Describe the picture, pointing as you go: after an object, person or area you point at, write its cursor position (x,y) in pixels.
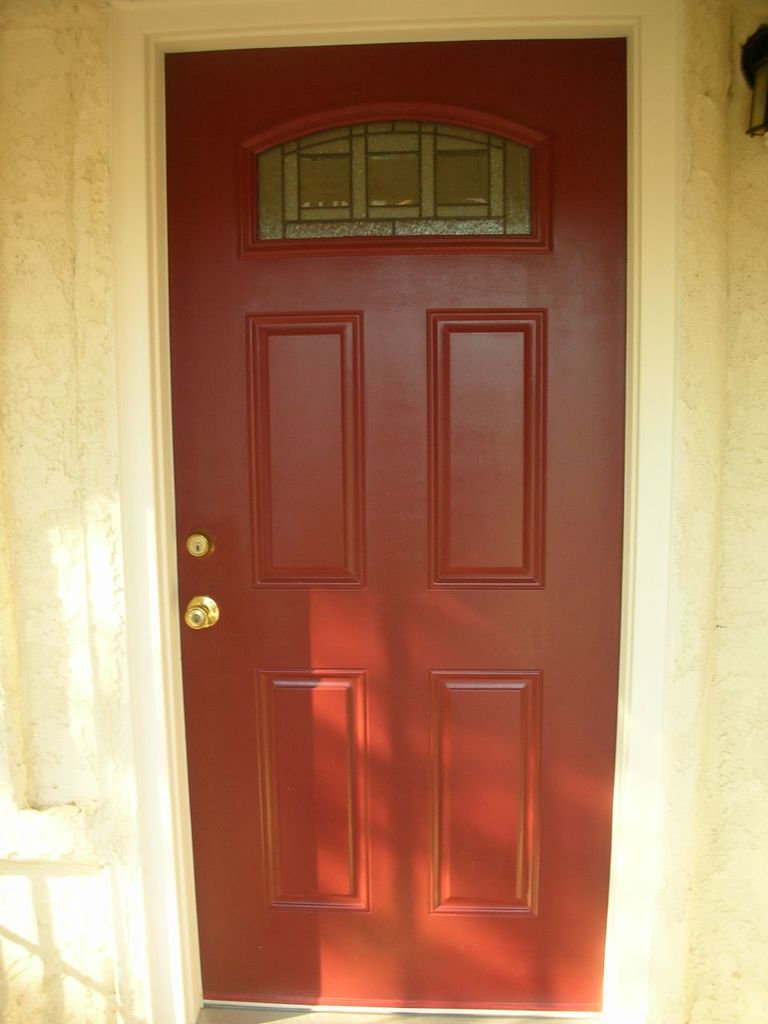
In this picture, this is looking like the front door (266,59).
